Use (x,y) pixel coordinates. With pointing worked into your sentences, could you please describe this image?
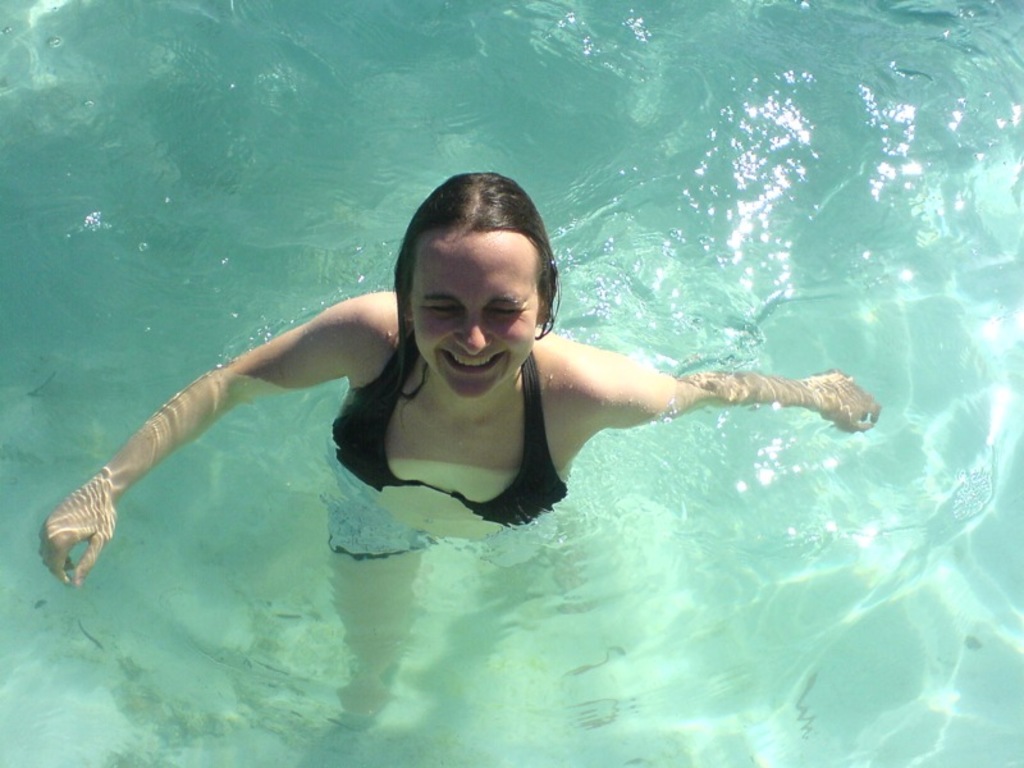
In the foreground of this image (357,419), there is a woman (420,485) in the water (455,113).
